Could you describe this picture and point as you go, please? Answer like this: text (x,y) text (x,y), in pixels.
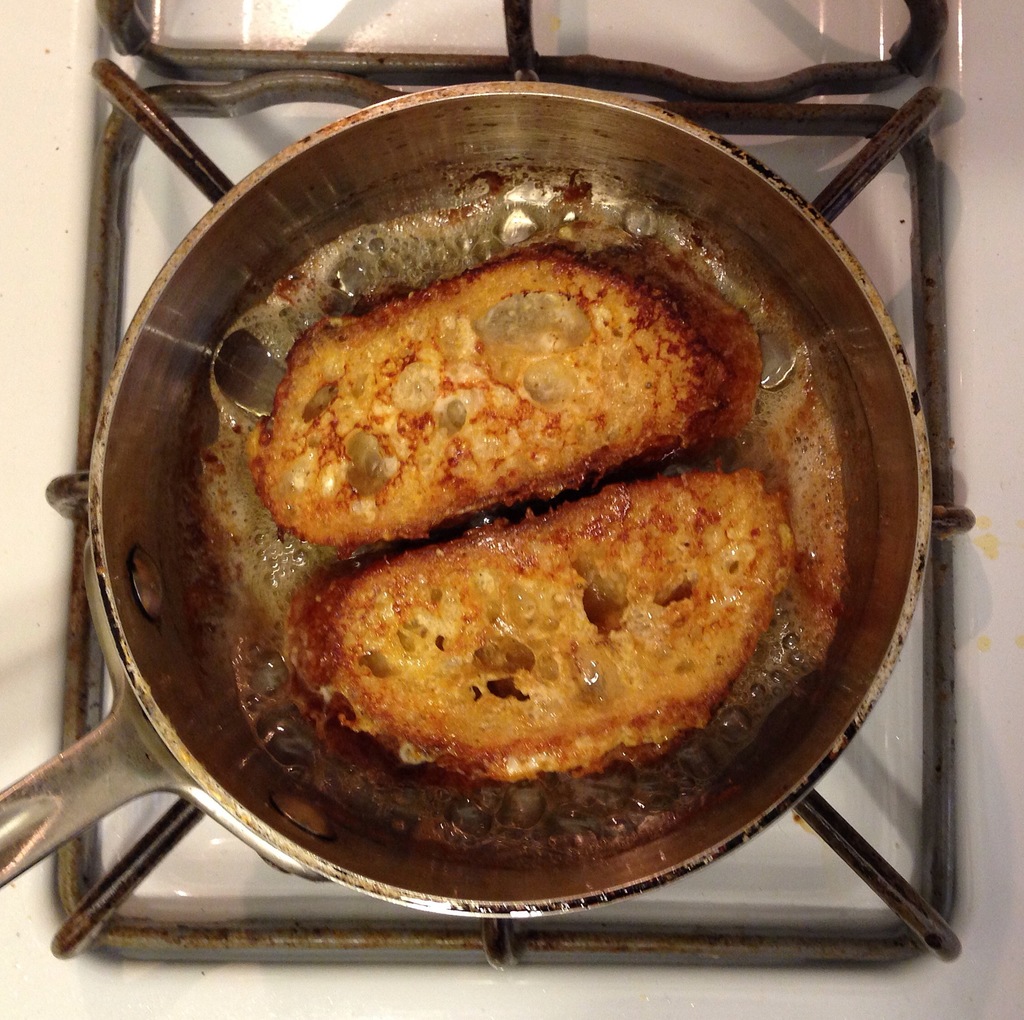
In this image there is a food item (525,427) placed on the pan (780,645), which is on the stove (568,950).
